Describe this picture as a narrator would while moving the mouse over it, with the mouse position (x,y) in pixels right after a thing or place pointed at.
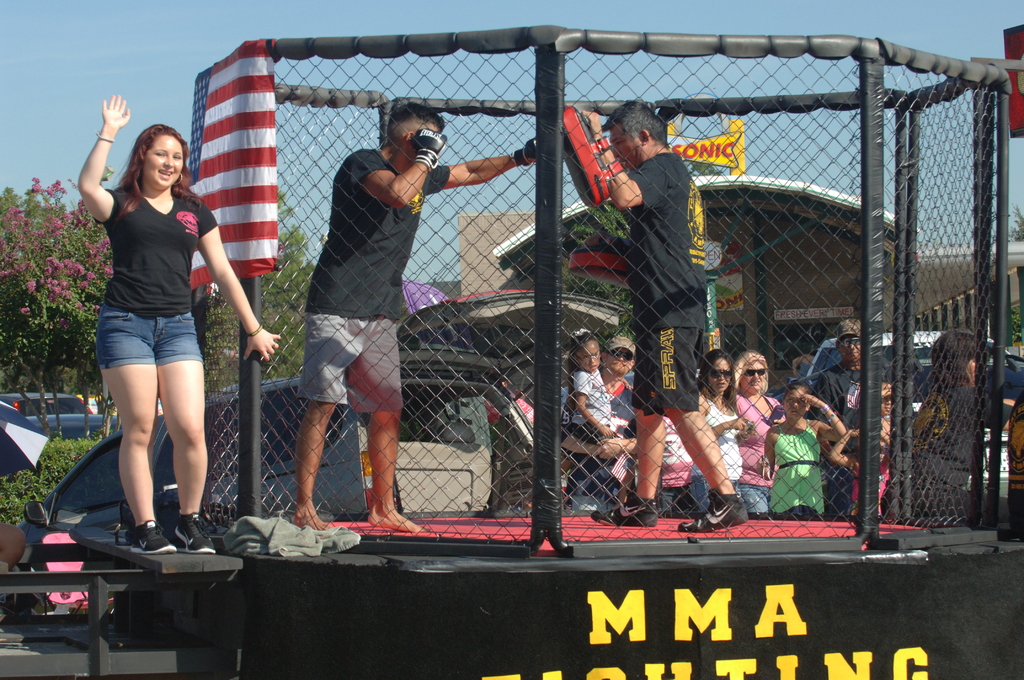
This image consists of a fence (865,413) in the middle (481,415). There are two persons (394,326) in that. There are some persons (814,476) standing in the middle (616,340). There are trees (48,205) on the left side (17,234). There is sky (473,19) at the top (373,58).
